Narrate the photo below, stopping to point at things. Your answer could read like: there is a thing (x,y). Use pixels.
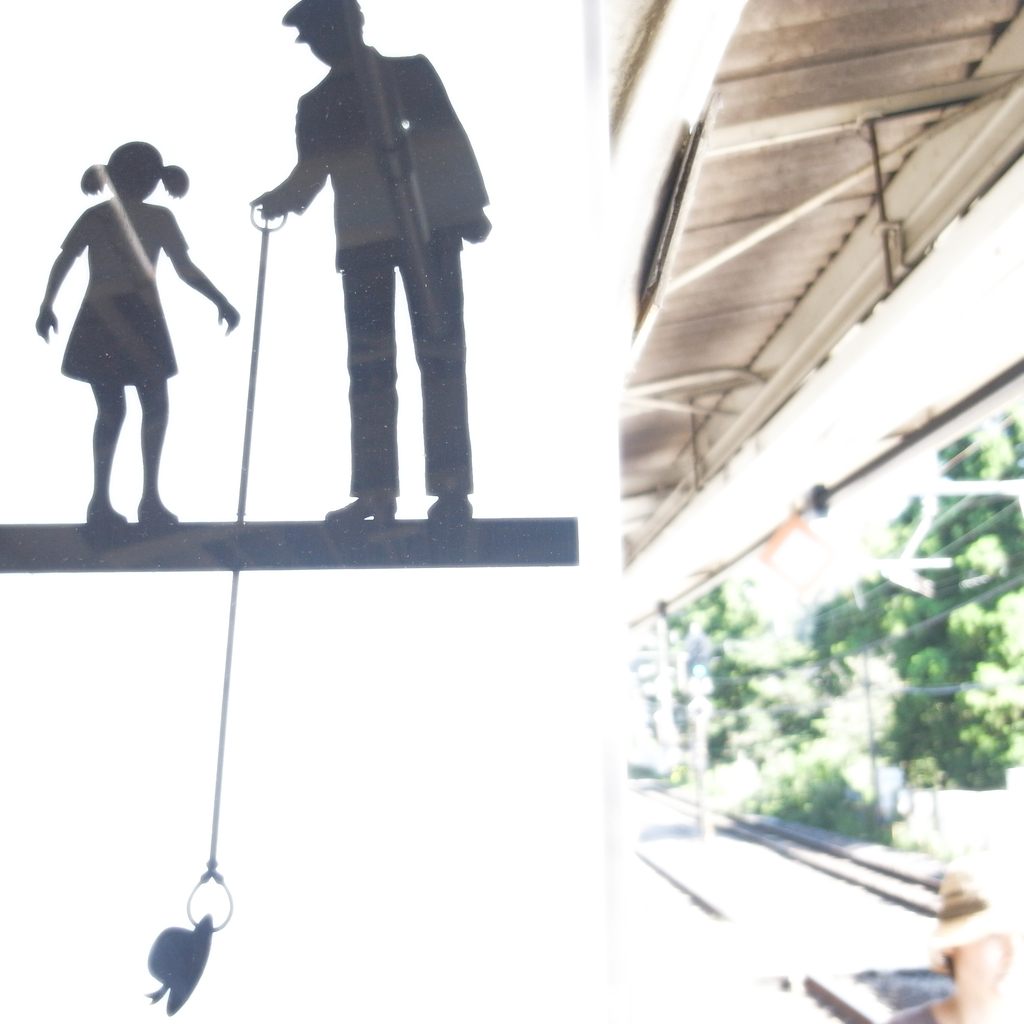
Here we can see a picture. There is a girl (168,222) and a person (366,444). He is holding a stick (263,257) which is attached to a hat (193,965). On the right side of the image (928,545) we can see trees (998,768) and this is sky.
